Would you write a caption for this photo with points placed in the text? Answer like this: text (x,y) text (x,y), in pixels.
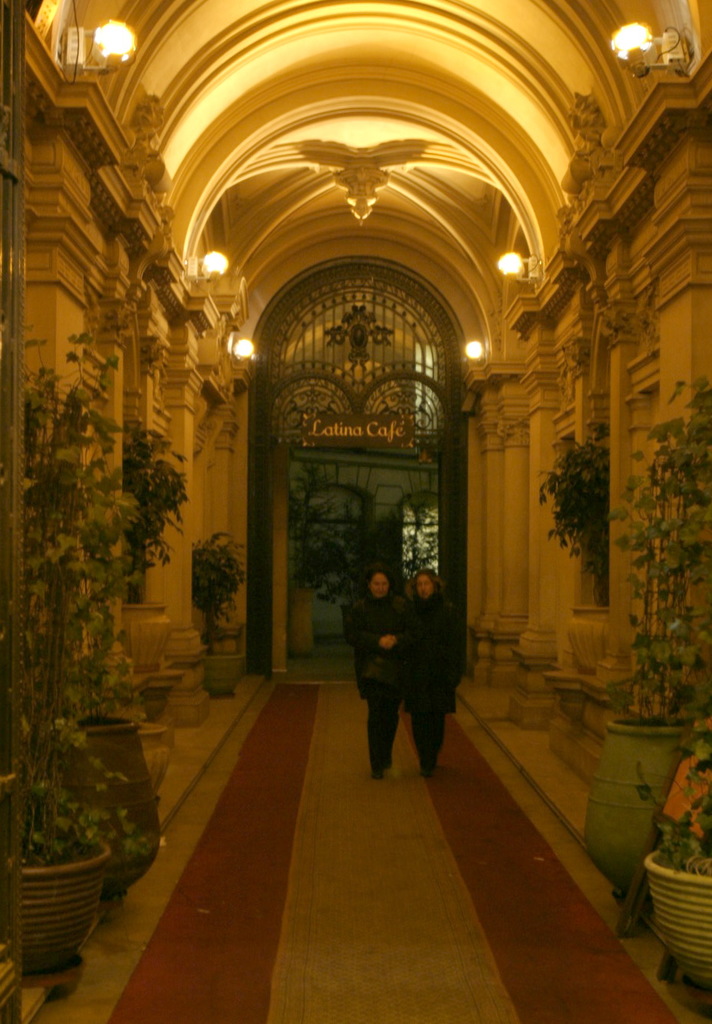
In this image I can see in the middle (374,673) two women (439,632) are there, they wore coats (405,689), trousers (431,733) and there are plants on either side of this image. At the top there are lights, at the back side (350,424) there is an entrance (392,473).
